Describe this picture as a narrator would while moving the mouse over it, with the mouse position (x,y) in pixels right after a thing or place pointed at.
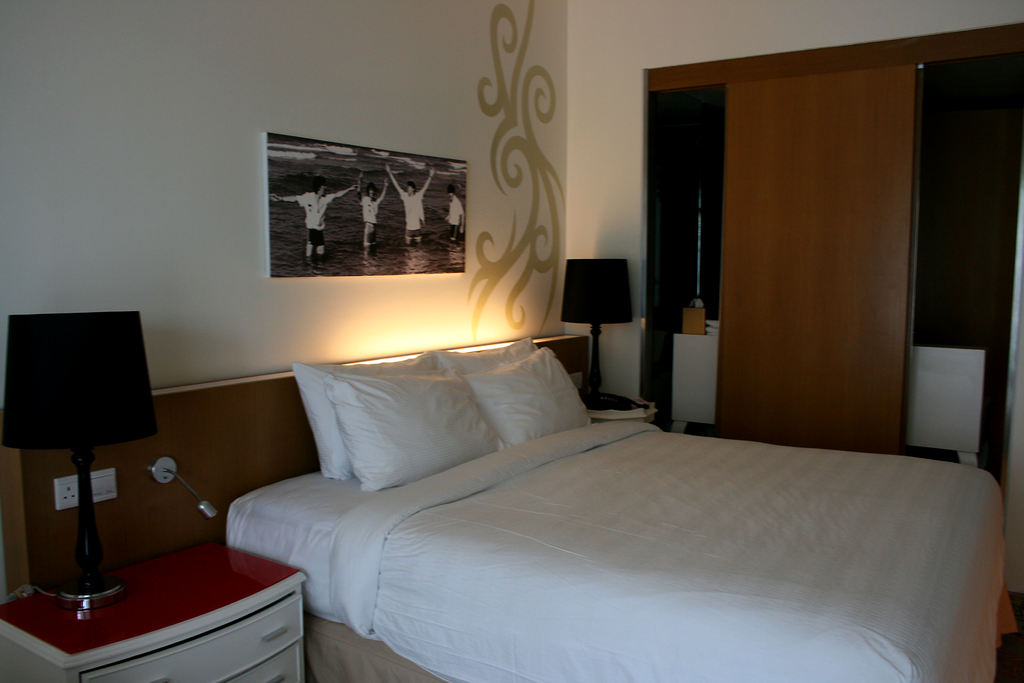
In this picture I can see the pillows (452,418) on a bed (688,571). There are lamps (82,510) on either side of this image, in the background (444,220) there is a photo frame (456,212) on the wall (491,218). On the left side (99,503) I can see the switches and an electric socket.
